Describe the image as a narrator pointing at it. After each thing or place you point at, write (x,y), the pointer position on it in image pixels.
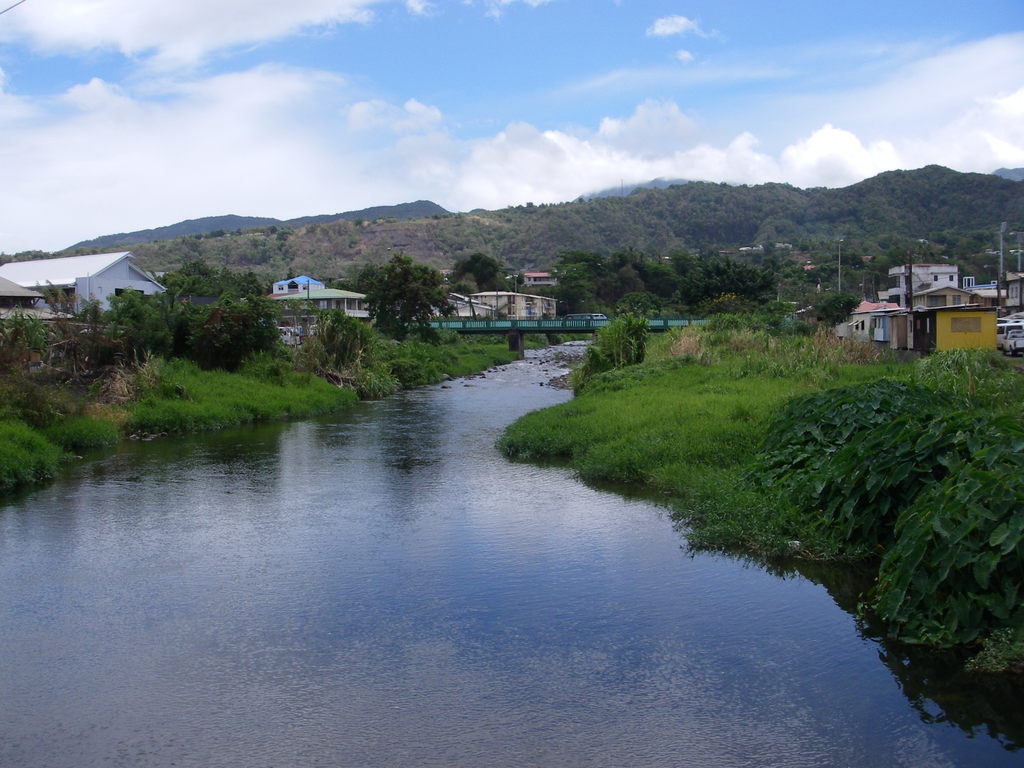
There is a river (402,436). On both sides of this river (336,525), there is grass (3,441) and there are plants (977,459). In the background (474,327), there is a bridge (501,324) which built across the river (300,710), there are buildings (935,291), there are trees (983,260), mountains (324,237) and clouds (89,30) in the blue sky (521,60).
